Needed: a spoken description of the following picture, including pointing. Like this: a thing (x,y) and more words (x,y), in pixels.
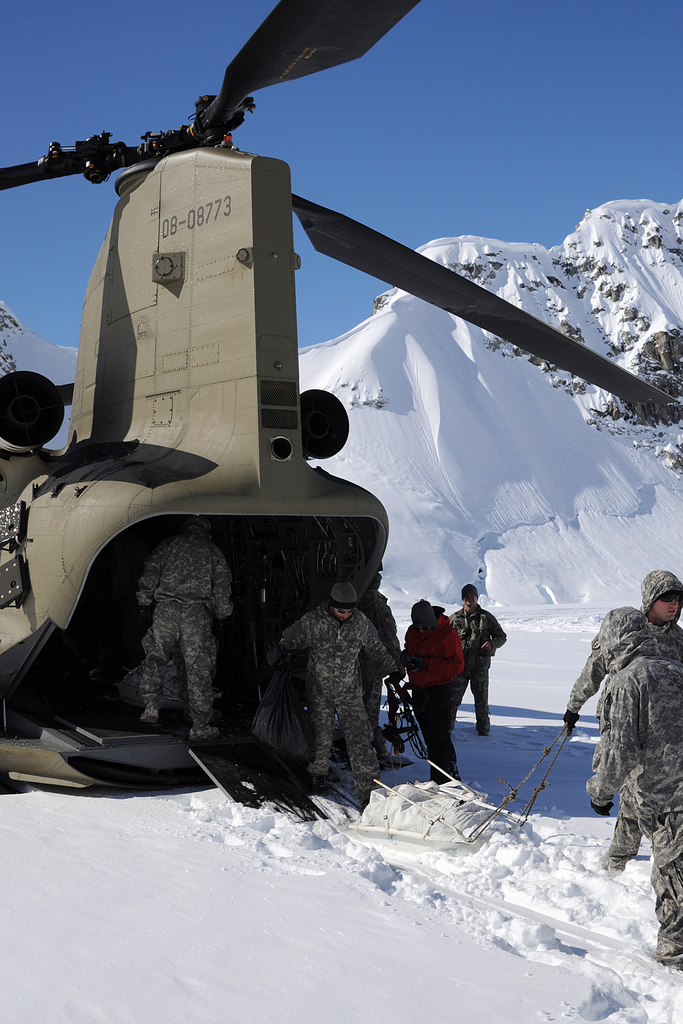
In the picture we can see a chopper (273,534) and some people (347,649) are getting down from it on the snow surface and they are wearing a uniform (190,656) with caps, gloves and in the background (534,275), we can see a hill (405,331) covered with snow (624,364) and behind it we can see a sky (662,125).
